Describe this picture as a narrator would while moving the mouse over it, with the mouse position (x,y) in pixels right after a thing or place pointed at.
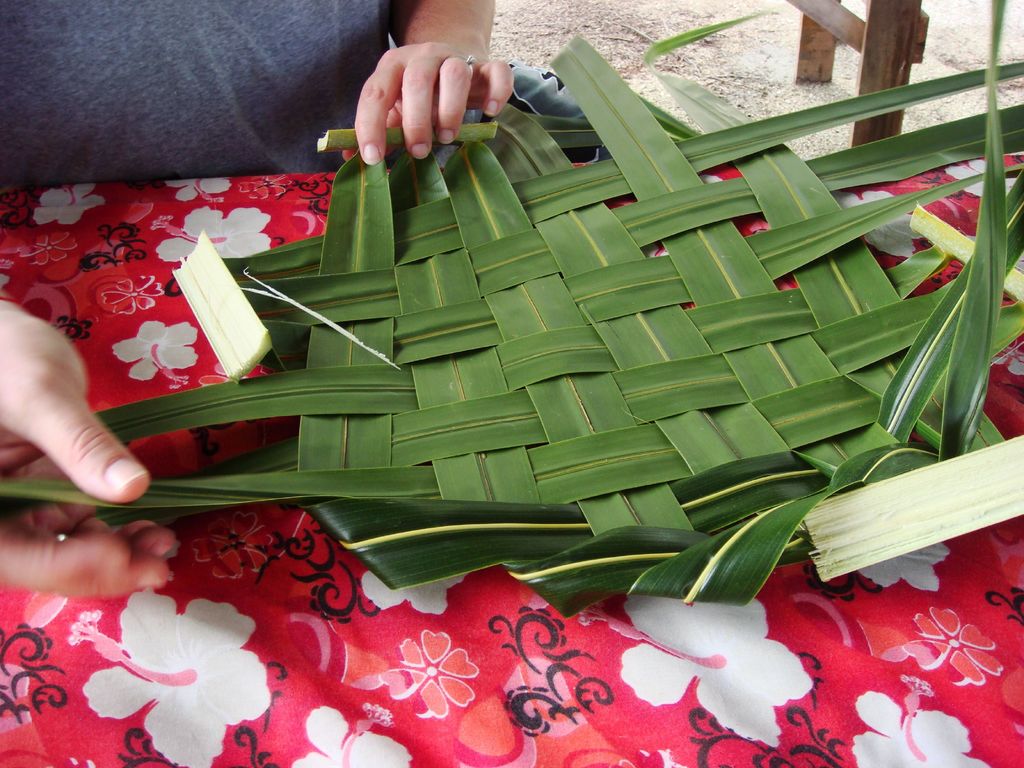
In this picture I can see a human (181,158) holding leaves (372,469) on the table (276,549) and I can see a pink color cloth (274,551) on the table (217,670).
